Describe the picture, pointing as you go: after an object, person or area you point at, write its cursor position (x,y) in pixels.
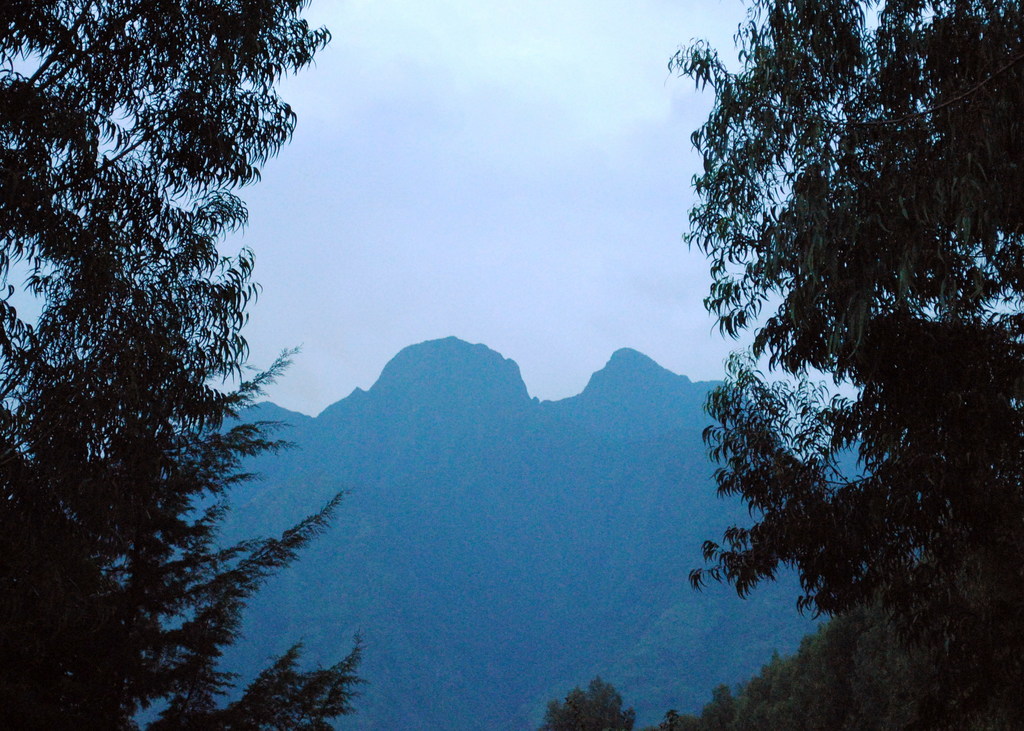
In this picture I can see there is a mountain (439,552) and there are trees (55,557) on both sides and the sky (526,236) is cloudy.
